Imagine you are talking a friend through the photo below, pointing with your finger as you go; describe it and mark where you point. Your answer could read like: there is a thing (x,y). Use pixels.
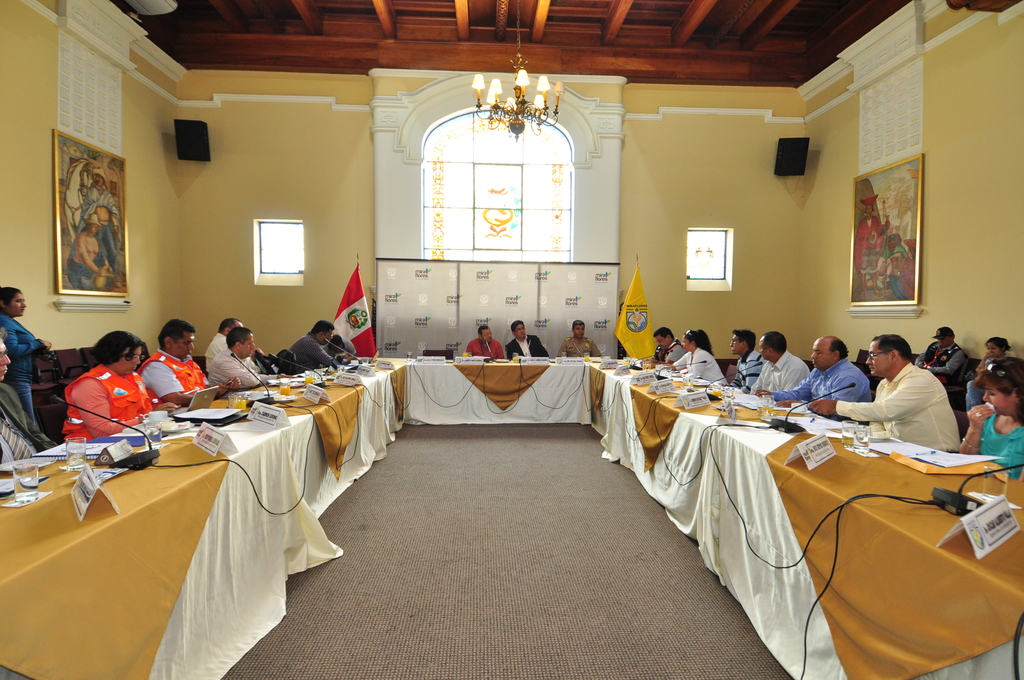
This picture is clicked inside a room (513,504). There are group of people (136,385) assembled for meeting. They are sitting on chairs (63,357) at the tables (211,422). A cloth (237,441) is spread on the table (409,385). On the table (362,390) there are name boards (83,486), microphones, glasses (157,427), papers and laptops (198,401). On the both sides of the wall (151,319) there are picture frames (94,213) are hanging. There flags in the center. There is chandelier (516,122) to the ceiling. In the background (452,106) there is wall (331,135), window (527,187), speakers (189,138) to the wall (151,185) and a board (400,277) to the wall (235,254).
